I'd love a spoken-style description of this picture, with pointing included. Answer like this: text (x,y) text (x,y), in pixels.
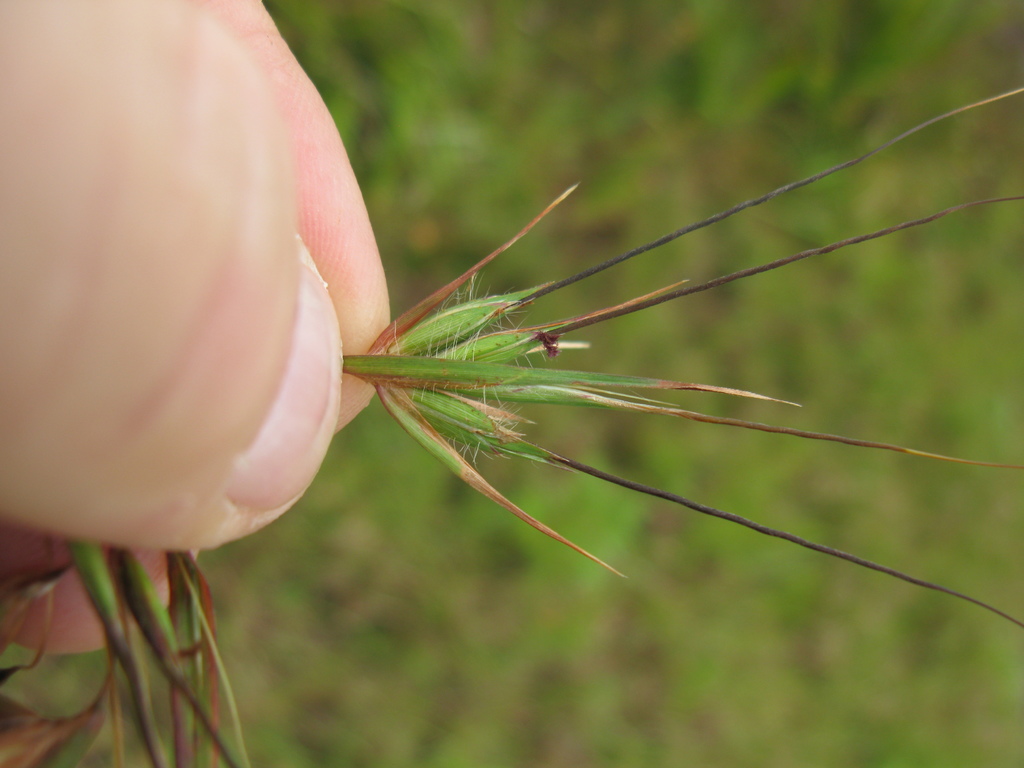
In this image we can see a person's hand (22,380) holding a plant (120,644) and the background (808,745) image is blurred.
